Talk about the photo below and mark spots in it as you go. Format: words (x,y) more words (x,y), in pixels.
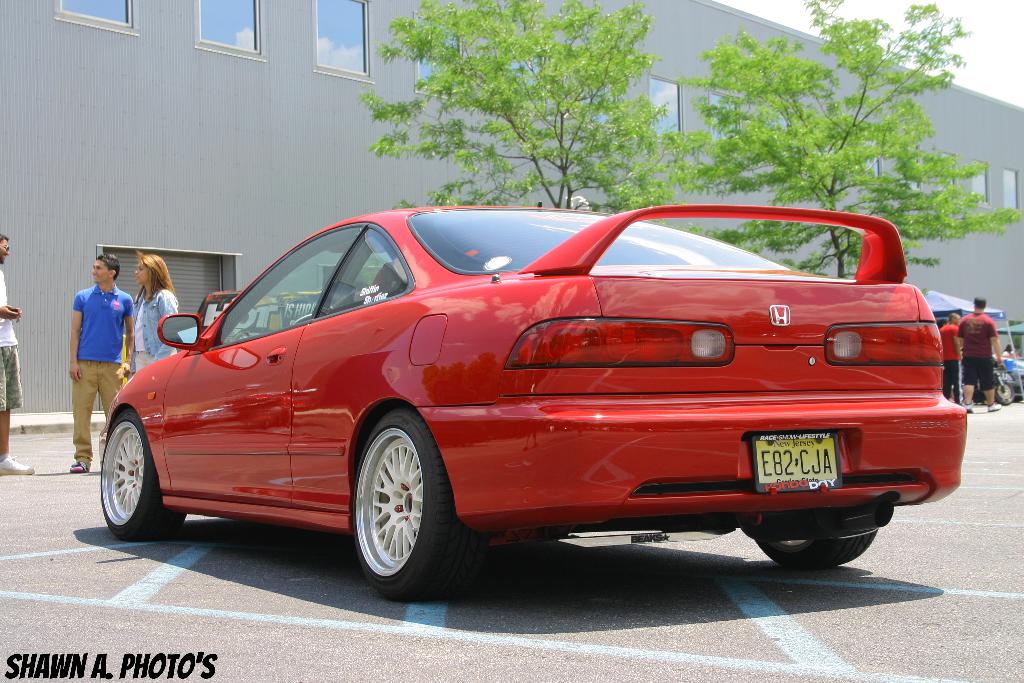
In this image we can see there is a car (425,435) on the road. On the left side (95,351) there are a few people (82,346) standing, on the other side there few people (978,368) walking on the road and there is a camp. In the background (295,99) there is a building (325,116), in front of the building (488,139) there is a tree (729,176).
